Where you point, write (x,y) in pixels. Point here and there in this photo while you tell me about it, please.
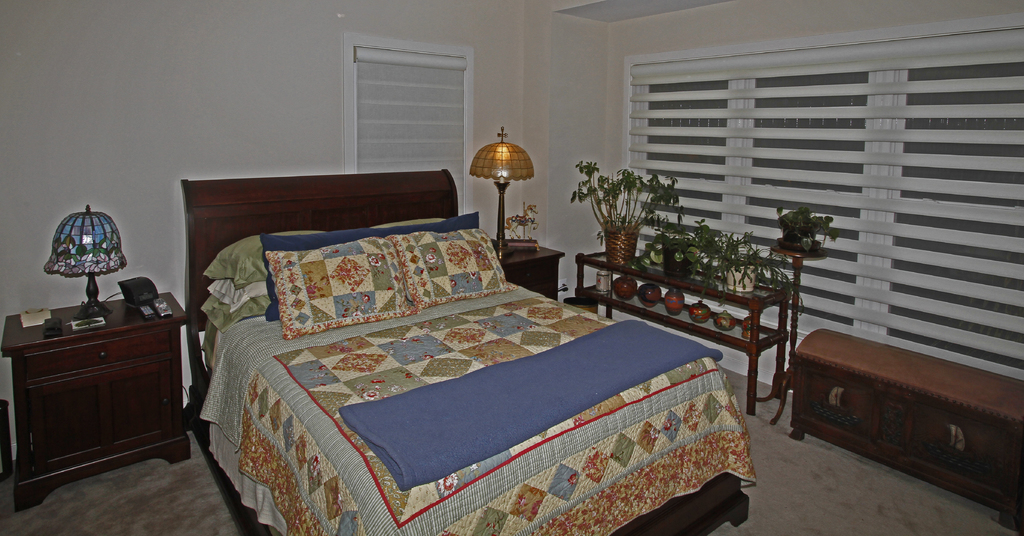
In the image there is a bedroom (329,334) in which there bed (231,383) and beside it there is a table (79,362) on which there is a lamp (102,251).
